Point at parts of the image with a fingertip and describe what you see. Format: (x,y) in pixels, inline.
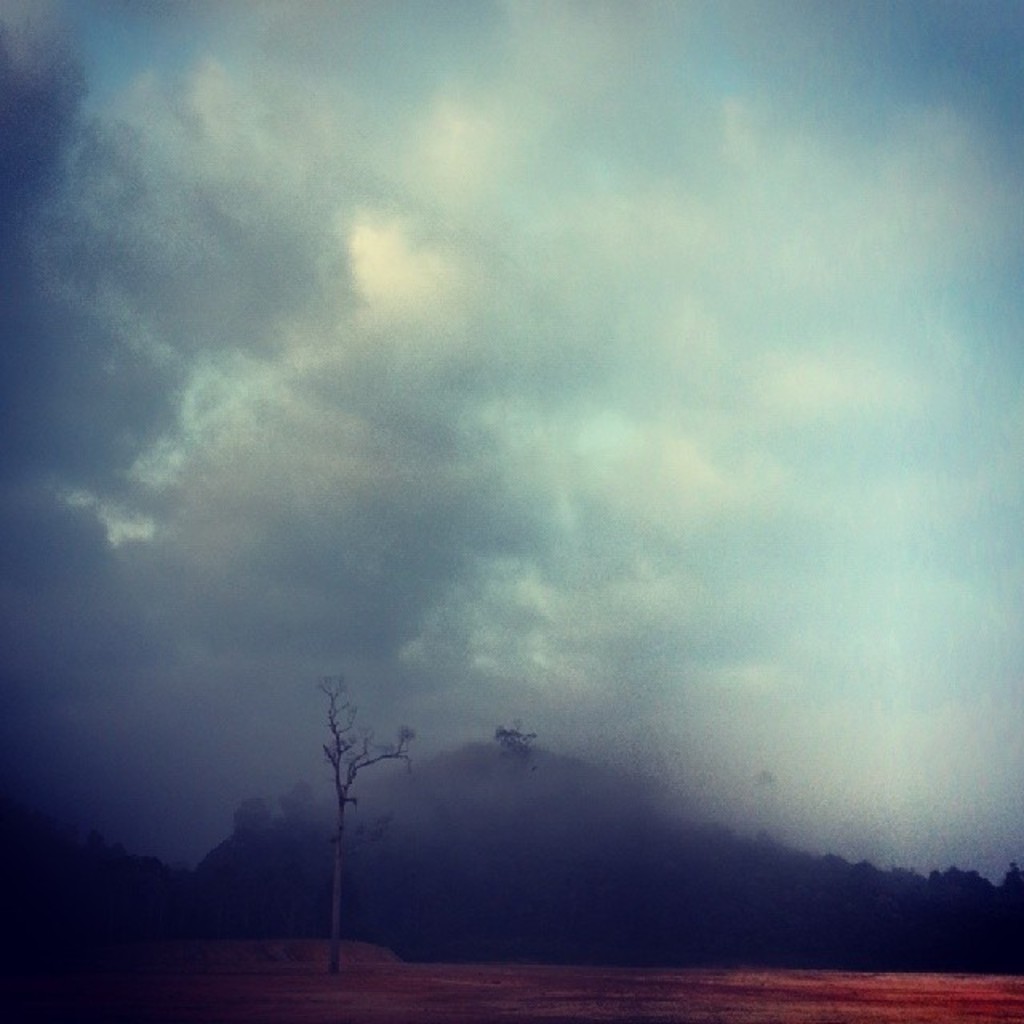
In this image we can see sky (409,389) with clouds (366,403), trees (842,905), hills (589,844) and ground (527,989).
